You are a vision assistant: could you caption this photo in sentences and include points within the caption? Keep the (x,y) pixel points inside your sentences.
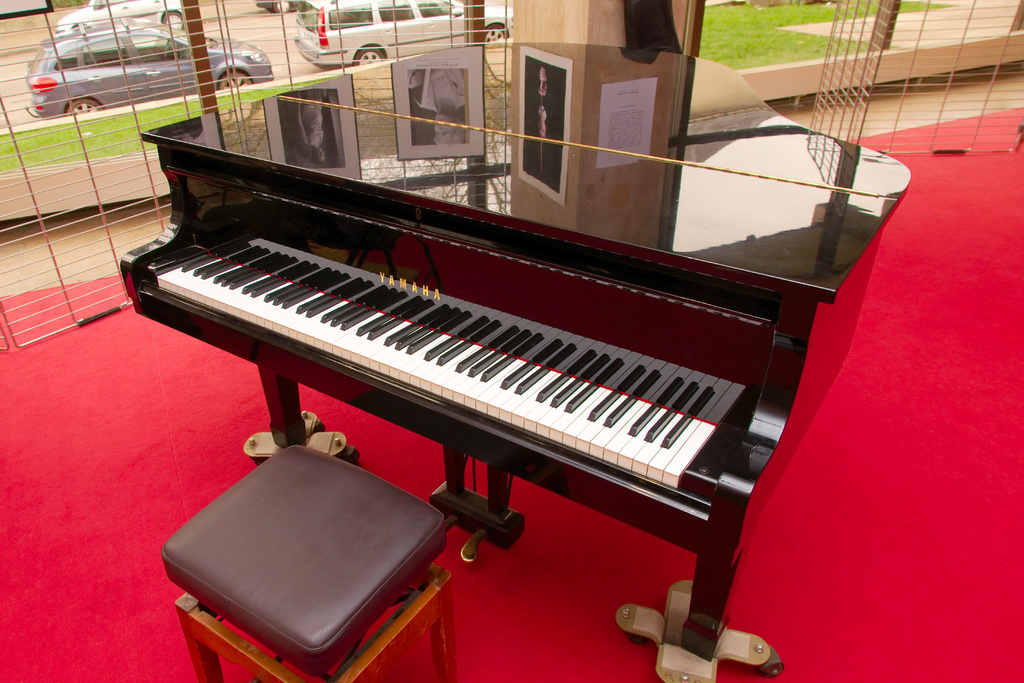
In the center (498,317) we can see keyboard instrument (599,227). And bottom we can see stool (377,567). And back there is a pillar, vehicles (138,48), grass (147,122), carpet (947,185) etc.
